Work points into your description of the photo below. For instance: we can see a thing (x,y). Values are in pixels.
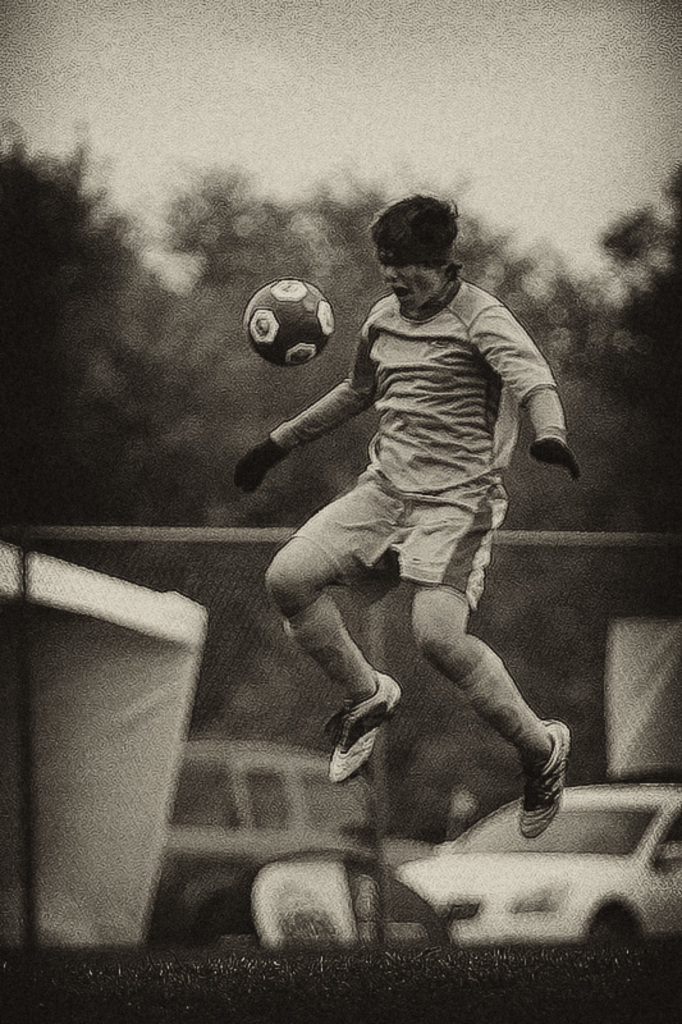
In the image there is a man (437,475) jumping and there is a ball (299,289) flying in the air in front of him, the background of the man (437,657) is blur.
